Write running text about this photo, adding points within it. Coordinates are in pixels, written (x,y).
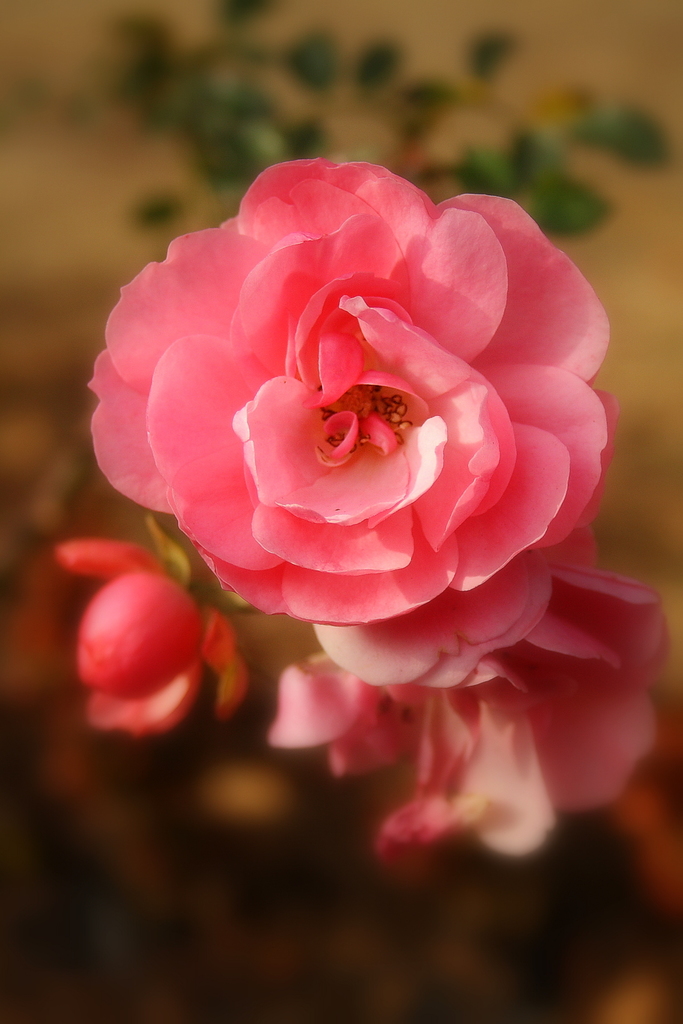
In this image we can see a rose flowers (443,622), which are in pink color and there is a bud (164,646). In the background (495,180) there are plants (270,150).
